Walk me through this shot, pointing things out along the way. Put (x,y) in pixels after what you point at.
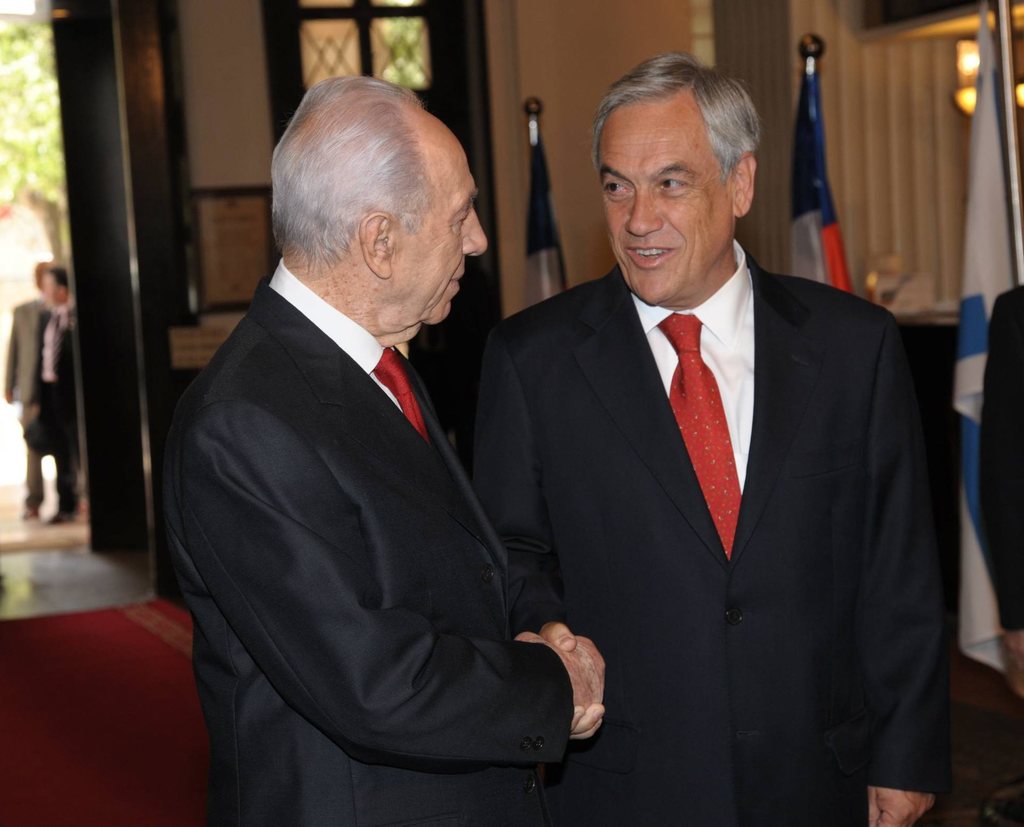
In this image I see 2 men (407,371) who are holding hands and I see that both of them are wearing suits (225,477) which are of black in color and I see the path (129,656) over here. In the background (1006,118) I see 3 flags (989,207) and I see the light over here and I see the wall (827,26) and I see 2 persons (44,283) over here.
